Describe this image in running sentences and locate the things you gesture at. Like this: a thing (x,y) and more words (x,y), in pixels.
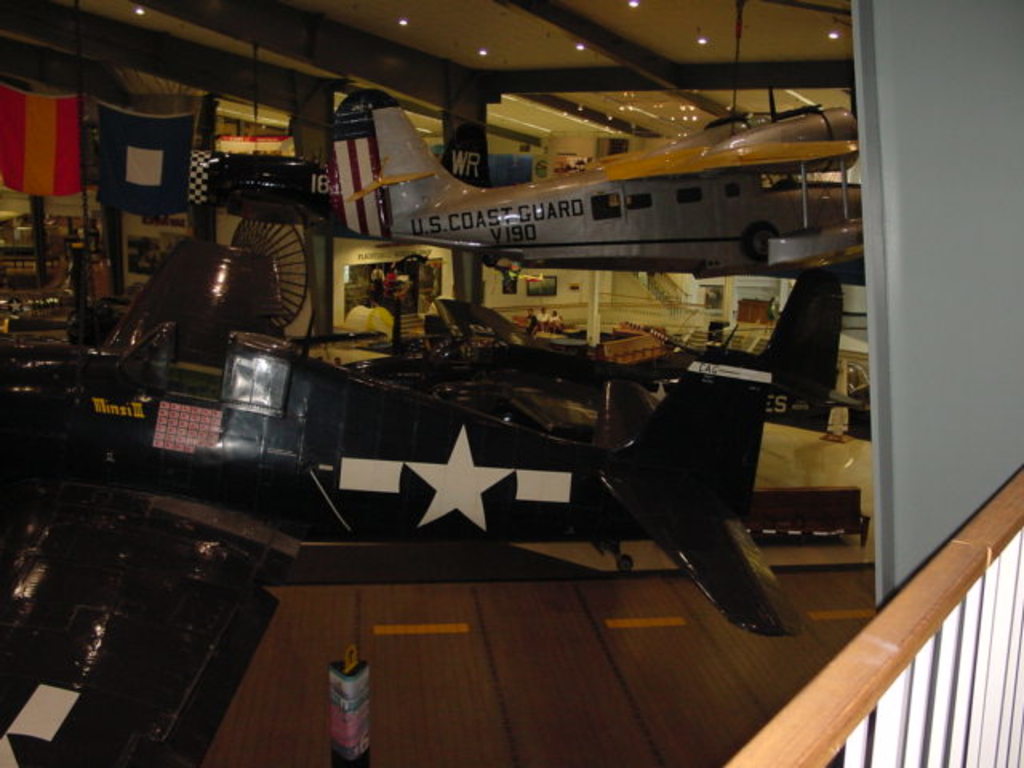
In this image in the center (489,429) there are some airplanes (421,412), flags (39,137) and some other objects (817,496). At the bottom (435,659) there is a wooden floor (539,672) and one box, in the background (211,209) there is a wall (687,278), pillars (468,273) and some photo frames (514,284) on the wall (576,275). On the top (540,60) there is ceiling (503,62) and lights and there are some wooden poles (58,50).
